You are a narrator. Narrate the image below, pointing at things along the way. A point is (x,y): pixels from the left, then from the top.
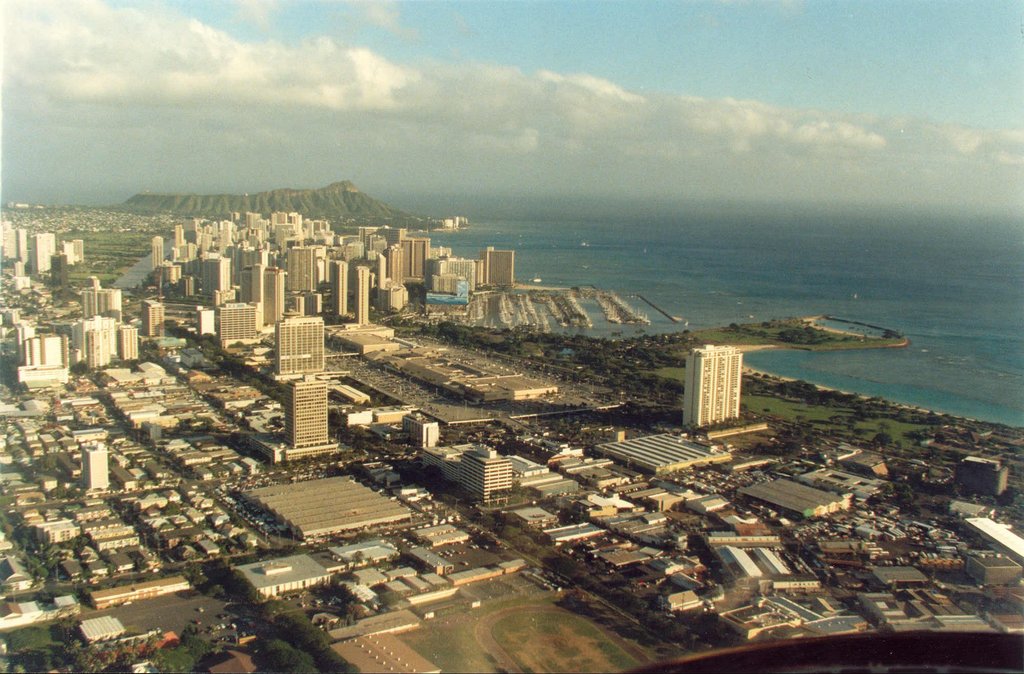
In this image I can see the ground (183,306), few plants (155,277) which are green in color and few buildings (117,309) which are cream and white in color. In the background (341,213) I can see a mountain (339,195), the water (826,222) and the sky (687,85).
